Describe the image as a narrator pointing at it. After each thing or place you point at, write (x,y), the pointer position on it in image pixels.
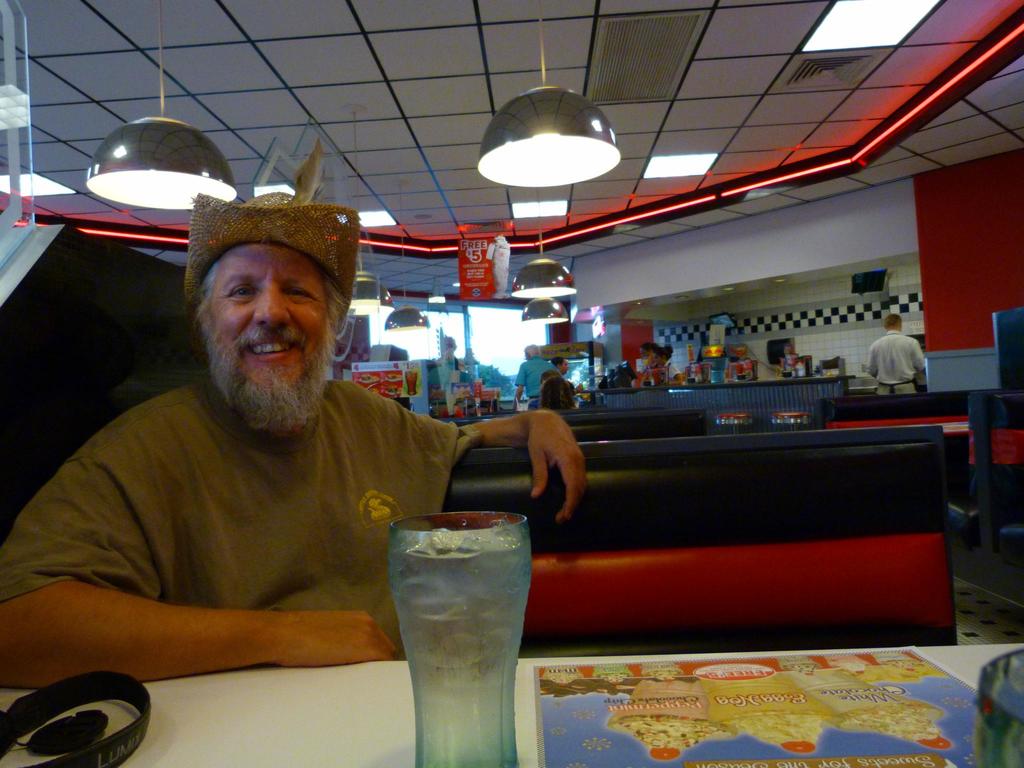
In this image I can see a person (273,405) wearing t shirt (255,452) is sitting on a couch (634,497) which is black and red in color in front of a white colored table (289,717) and on the table (266,707) I can see a black colored object (58,705), a glass (422,524) and a board (776,688). In the background (415,52) I can see the ceiling (385,81), few lights (160,98), few other persons (557,369) standing and few other objects (368,360).
